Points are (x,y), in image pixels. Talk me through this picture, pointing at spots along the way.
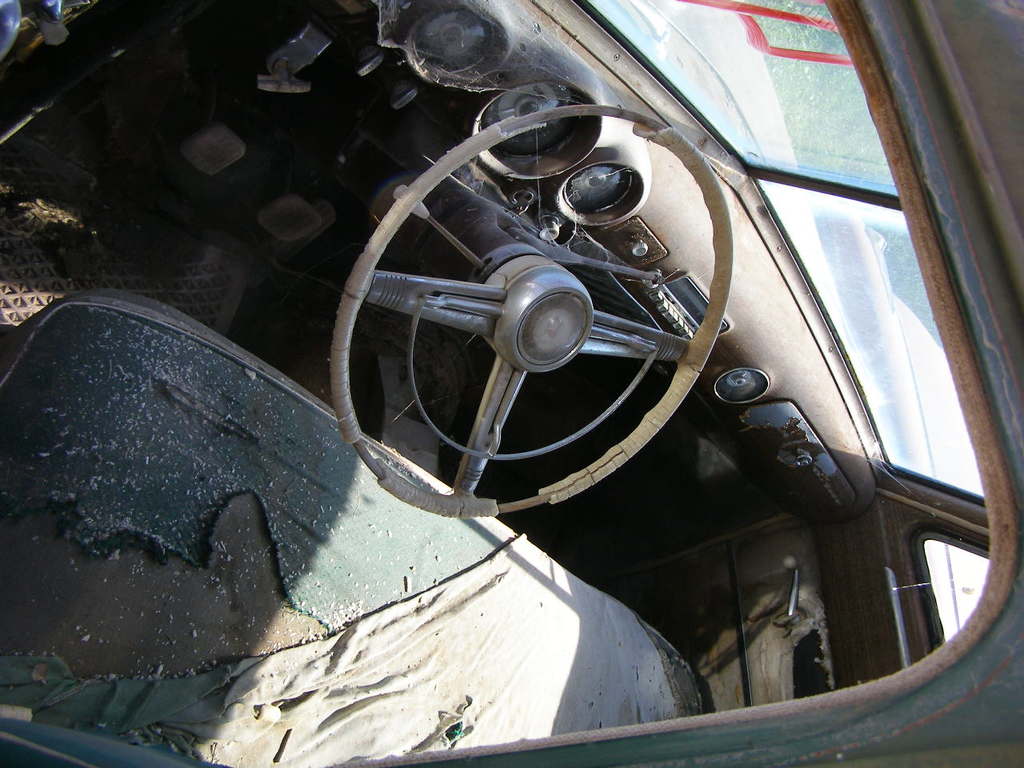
In this image, I think this is the inside view of the vehicle (807,446). I can see the steering wheel (673,341), brake (275,217), clutch (197,137), accelerator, seat (270,431), auto gauge (549,174), car door (786,652) and glasses (894,399) are fixed to the car (584,306).
